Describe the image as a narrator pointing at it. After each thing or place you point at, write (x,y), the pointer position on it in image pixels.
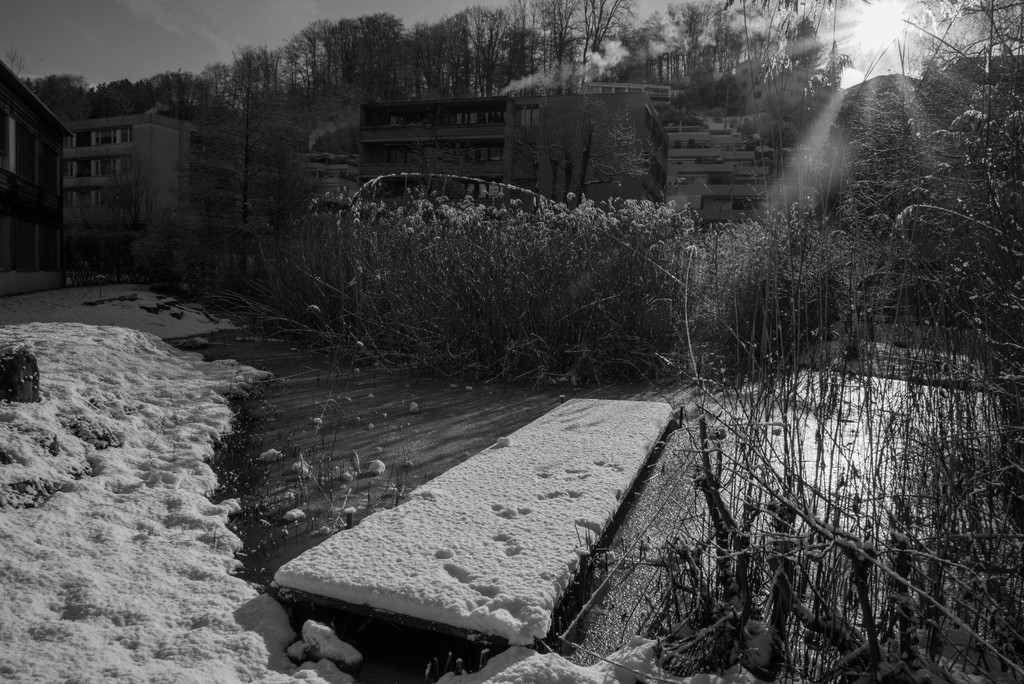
In this black and white image there are buildings (370,150). In the foreground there are plants (786,469) on the ground (115,469). There is snow (197,512) on the ground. In the background (486,56) there are trees (635,54). At the top (172,41) there is the sky (140,32). In the top right (878,12) there is the sun (869,28).
